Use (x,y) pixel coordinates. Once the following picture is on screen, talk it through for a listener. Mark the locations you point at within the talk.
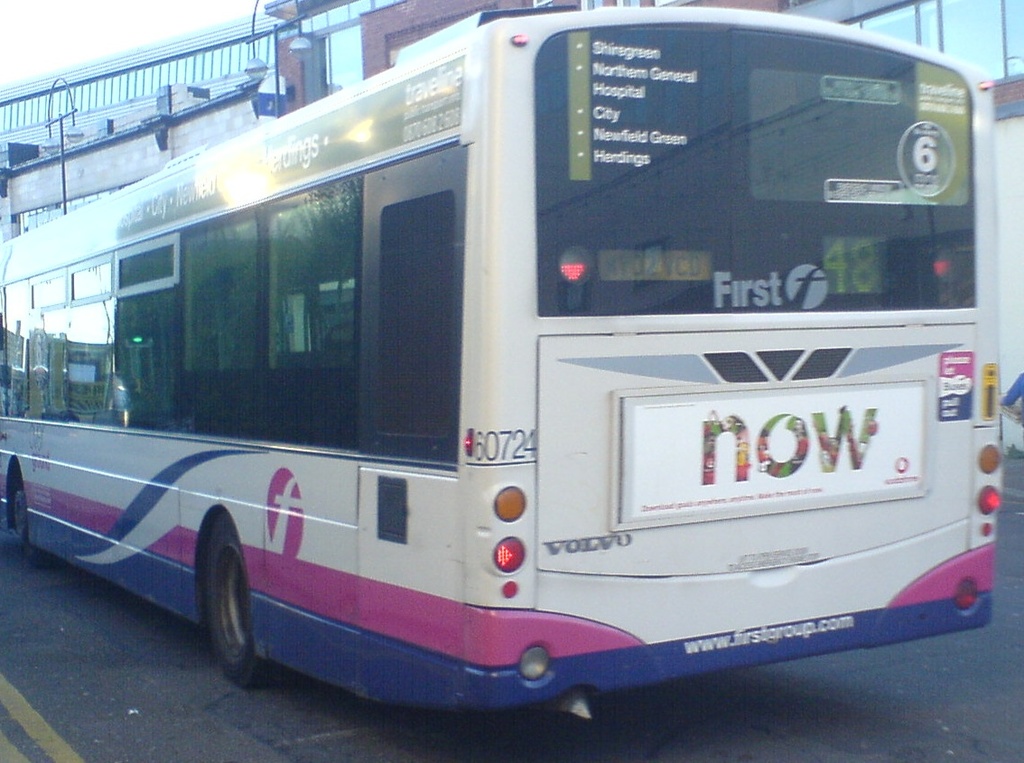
In this image we can see a bus (473,577) is on the road (991,693). In the background (842,4), we can see the buildings (108,70) and light poles (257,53).
